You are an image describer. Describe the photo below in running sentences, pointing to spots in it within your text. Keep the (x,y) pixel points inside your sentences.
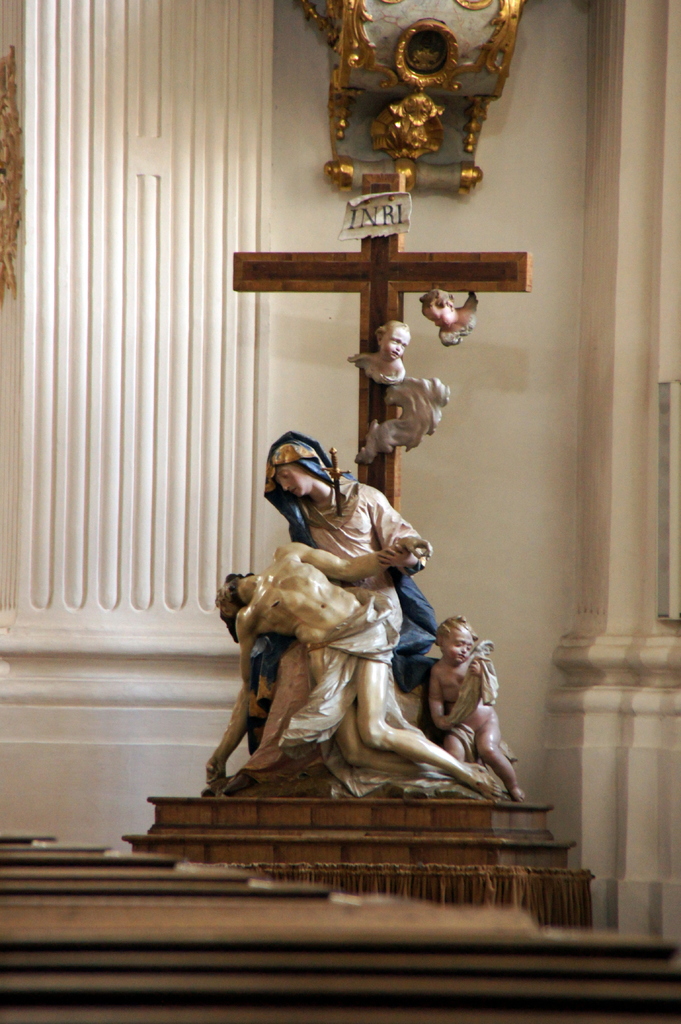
In this image I can see the christian cross symbol (378,392) and I can see few statues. In the background (365,165) I can see some object (428,121) attached to the wall (311,224) and the wall (321,340) is in cream color.
